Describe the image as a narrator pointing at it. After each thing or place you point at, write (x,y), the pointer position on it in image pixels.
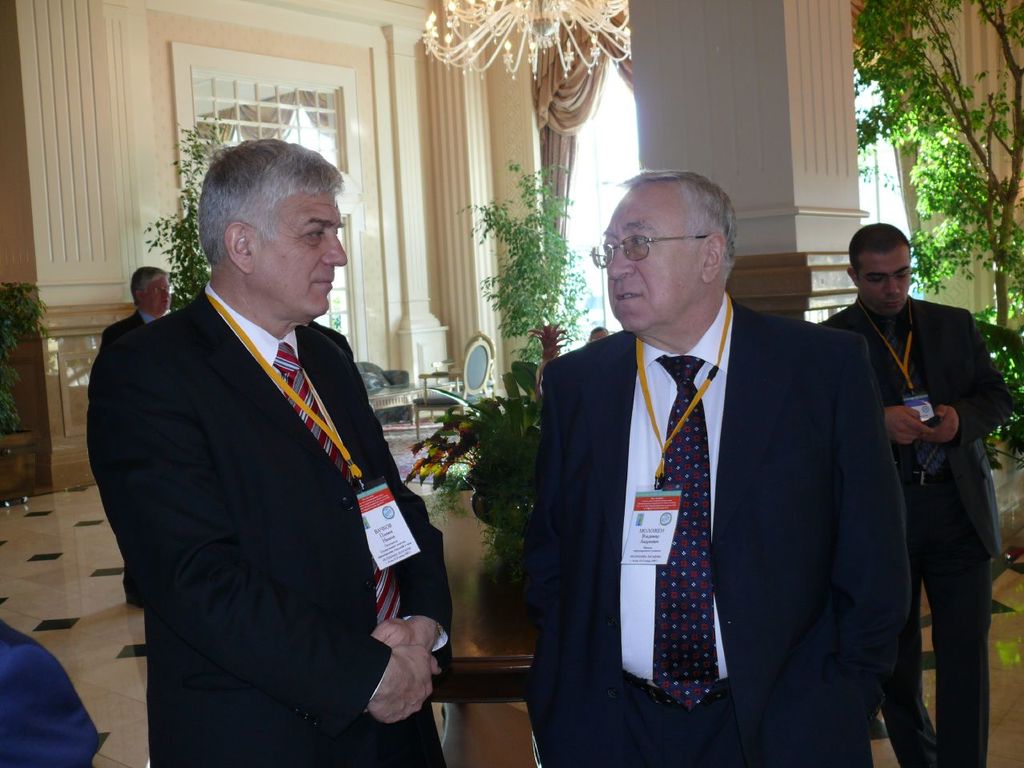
In this image, in the middle (663,424), we can see two men (800,426) are standing. On the right side (936,314), we can also see another man (950,337) standing and holding a mobile (936,419) in his hand (945,437). In the left corner (27,767), we can see blue color. On the left side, we can see a man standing on the floor (85,502). In the background (456,266), we can see some plants (533,270), window (584,267), curtain (577,84), pillar (808,254), chairs (485,365). At the bottom (66,587), we can see a floor (72,574).
